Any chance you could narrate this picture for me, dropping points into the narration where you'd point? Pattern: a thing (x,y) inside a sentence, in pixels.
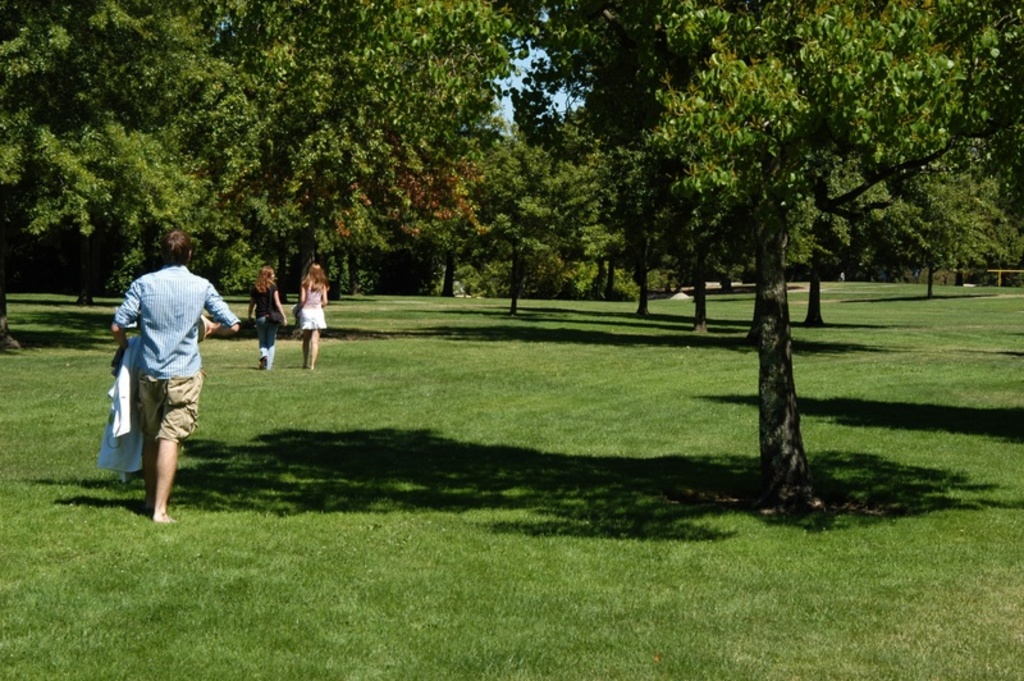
In this picture there are persons (261,336) walking and there are trees (597,205) and there's grass (519,371) on the ground (549,370).
